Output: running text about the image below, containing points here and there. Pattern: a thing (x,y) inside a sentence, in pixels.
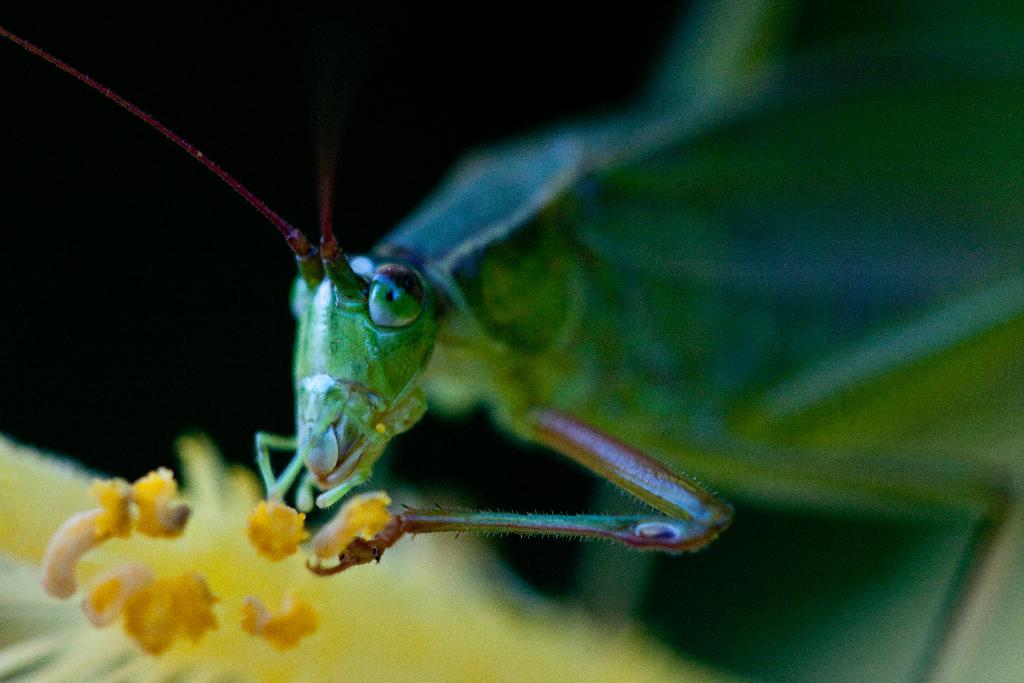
In this image I can see an insect (732,369) which is green in color on a flower (292,576) which is yellow in color. I can see the black colored background (130,196).
